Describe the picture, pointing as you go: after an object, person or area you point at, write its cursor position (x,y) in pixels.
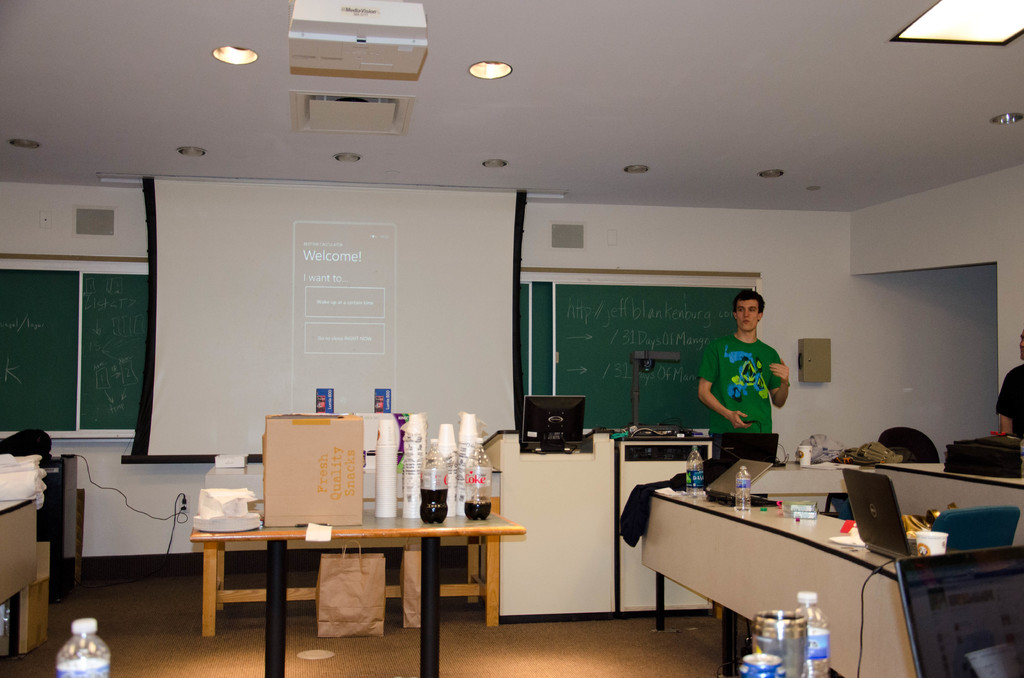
In this picture we can observe a person (746,379) standing wearing a green color T shirt (753,368). There is a table (389,528) on which we can observe glasses (413,461) and two coke bottles (444,482). There is a box (289,482) on the table (461,532). On the right side (885,522) we can observe some laptops (872,488) water bottles (744,507) placed on the desk (748,567). We can observe a projector display screen (346,331). In the background (81,326) there are green color boards (140,351) and a computer (543,416).
